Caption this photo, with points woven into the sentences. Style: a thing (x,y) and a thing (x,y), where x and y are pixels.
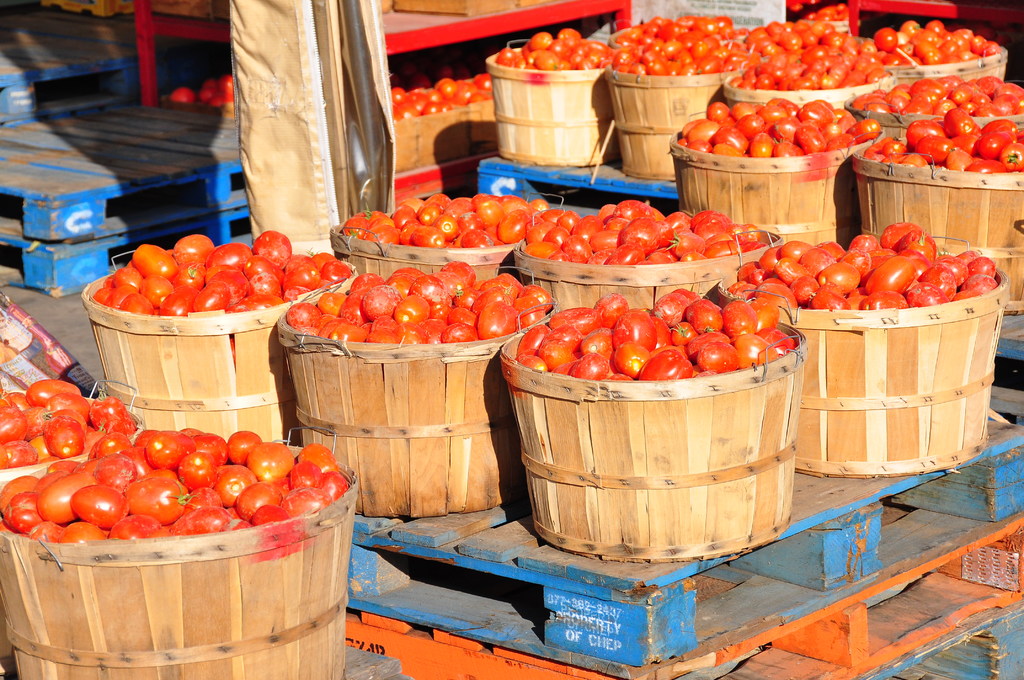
In this picture I can see pallets (65,65), baskets (2,643) of tomatoes (825,79) and there are some objects (297,215).
